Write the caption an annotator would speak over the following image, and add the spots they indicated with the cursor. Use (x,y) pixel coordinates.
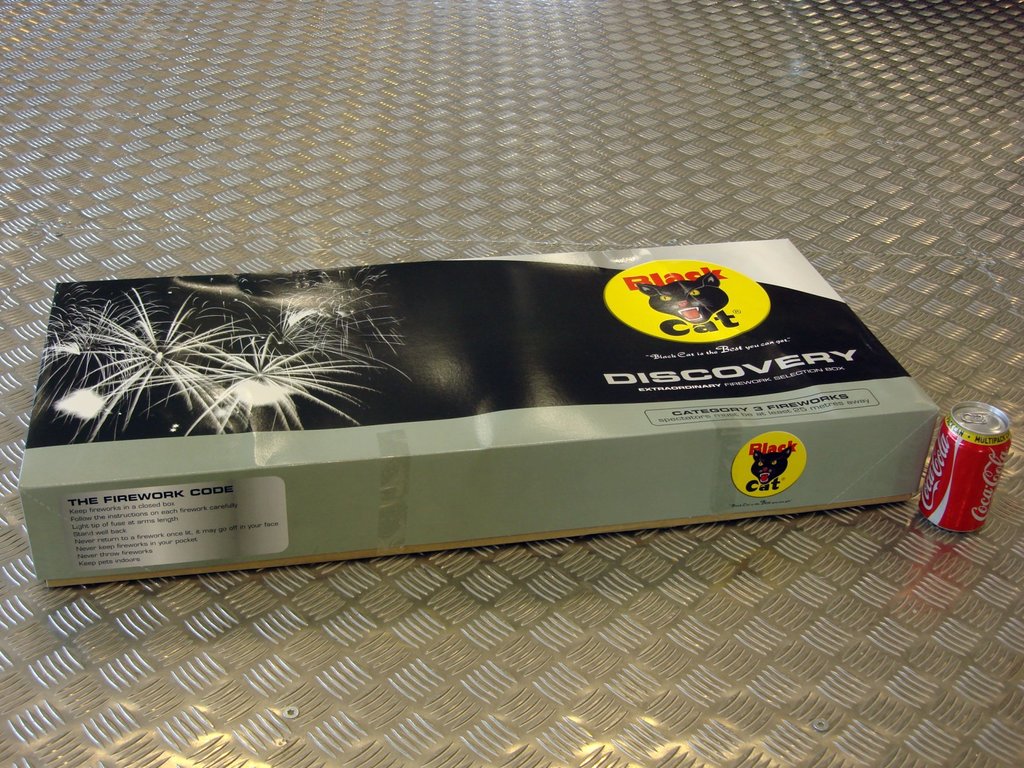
Here in this picture we can see a box (392,304) present on the floor (818,263) over there and beside it we can see a coca cola tin (992,486) also present over there.
